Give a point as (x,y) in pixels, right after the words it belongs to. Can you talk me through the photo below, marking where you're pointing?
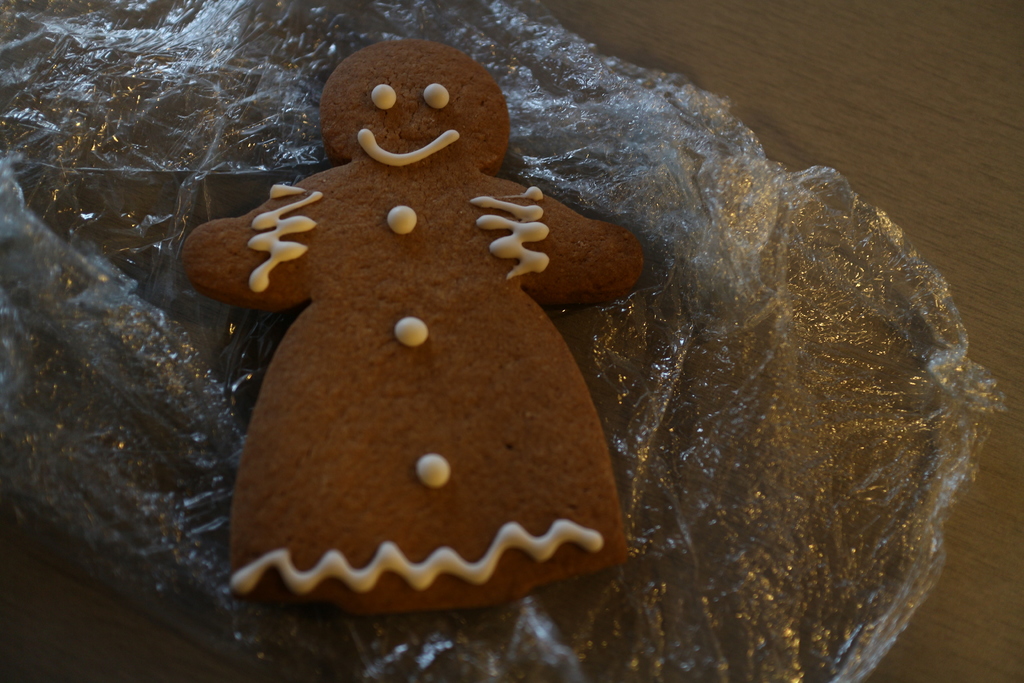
In this image we can see a brown color cookie (488,374) is kept on transparent sheet (732,382).
